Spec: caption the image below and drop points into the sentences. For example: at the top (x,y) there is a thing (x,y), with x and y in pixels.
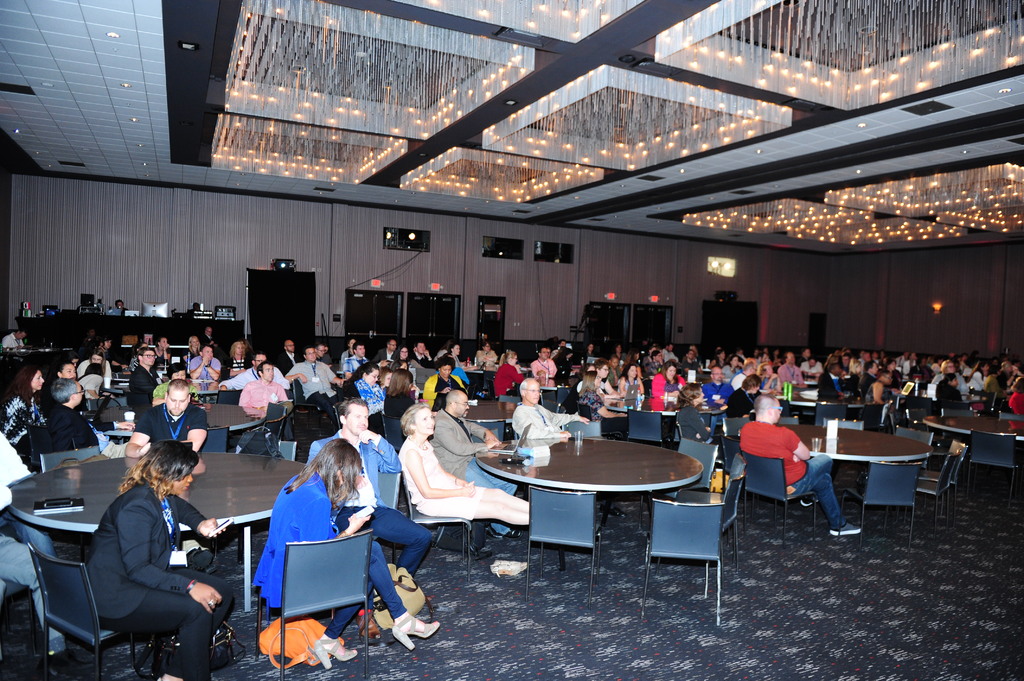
In this picture we can see a group of people (373,416) sitting on chairs (394,484) and some are looking at mobiles (224,529) and on table (572,441) we can see glass (582,431), some items (547,456) and beside to the chairs (347,599) we have bags (294,642) and in the background (506,281) we can see wall (295,244), doors (396,299), light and on roof (582,67) we have colorful light setting (552,132).
